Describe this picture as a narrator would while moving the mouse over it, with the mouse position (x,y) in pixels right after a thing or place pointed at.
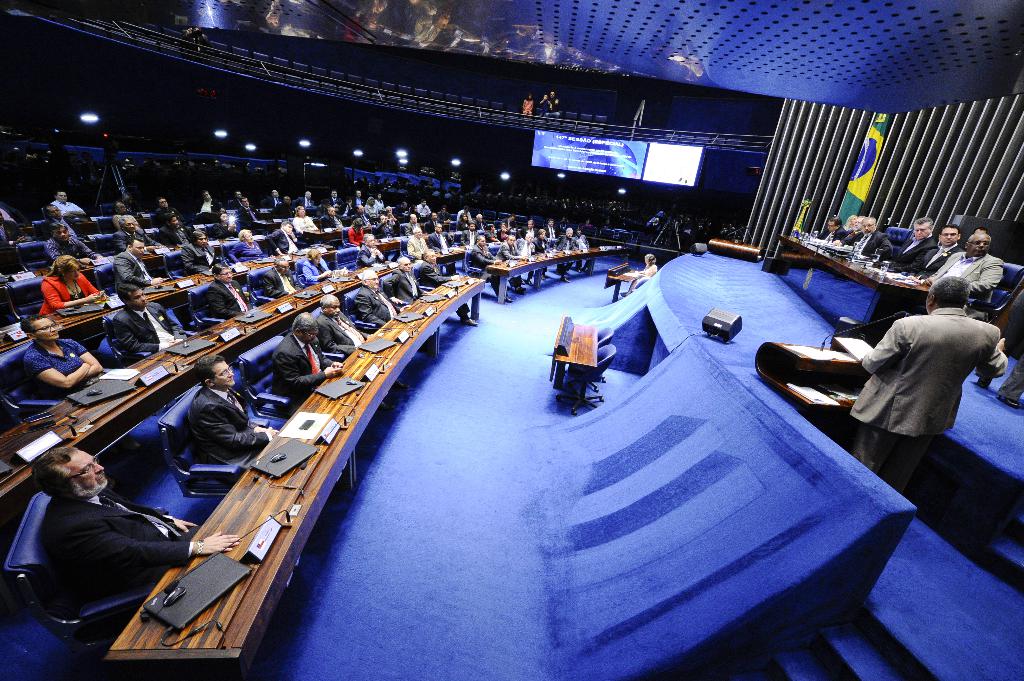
In this image I can see number of persons (217,398) are sitting in chairs (252,292) in front of a desk (289,483). On the desk (241,534) I can see laptops (199,565), mouses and few boards (472,283). To the right side of the image (903,350) I can see a person (903,350) standing, a microphone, few persons (967,279) sitting on chairs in front of a desk (845,295). In the background (684,7) I can see a huge screen (643,159), the ceiling (667,23), a flag (861,147), few persons (545,92) and few lights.
